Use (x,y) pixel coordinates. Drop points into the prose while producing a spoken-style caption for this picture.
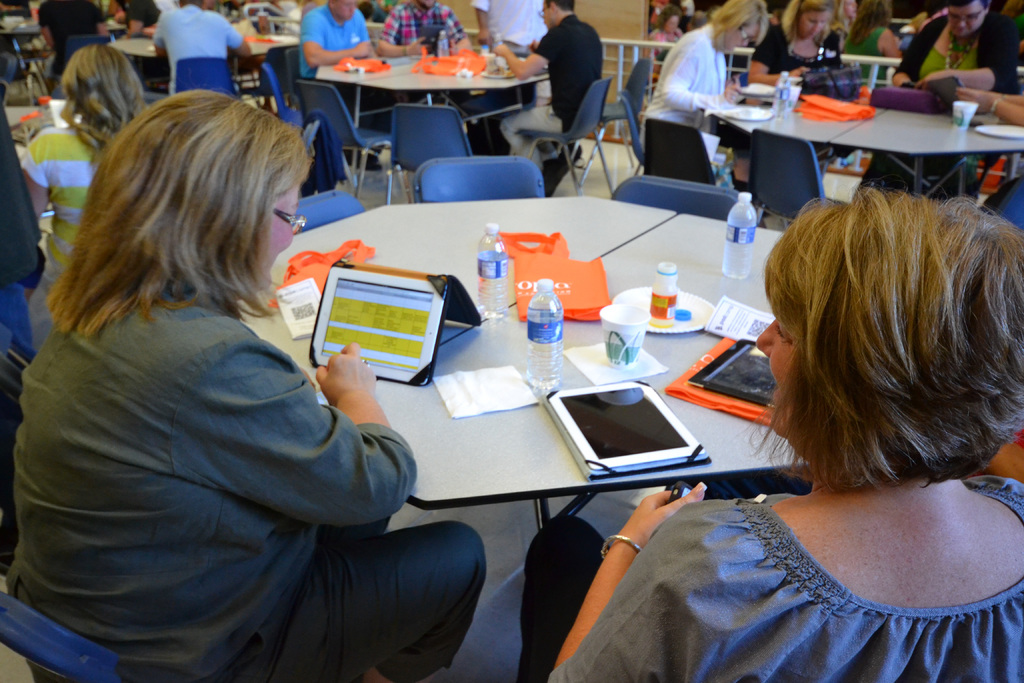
In this picture, group of people (965,506) are sat on the chairs (631,80). There are few tables (656,247), few items (504,60) are placed on it. At the top of the image (634,51), we can see rods (630,43).
